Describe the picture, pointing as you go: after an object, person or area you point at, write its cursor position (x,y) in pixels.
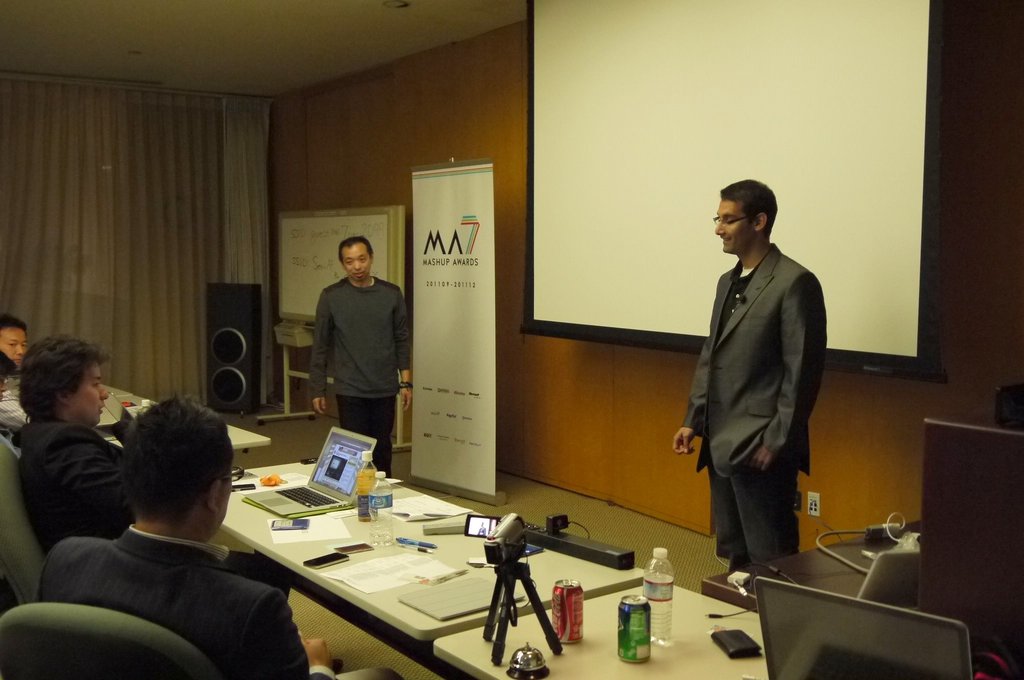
In this image I can see the person (714,446) standing wearing gray color blazer (788,426). I can also see few other persons (44,401) sitting on the chair (21,576), in front (386,601) I can see few bottles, laptops (453,583) on the table (392,589). The table (392,589) is in white color, background (380,324) I can see the other person (400,321) standing, a banner (424,316) in white color and a projector screen (597,213), and the wall (398,129) is in brown color.
